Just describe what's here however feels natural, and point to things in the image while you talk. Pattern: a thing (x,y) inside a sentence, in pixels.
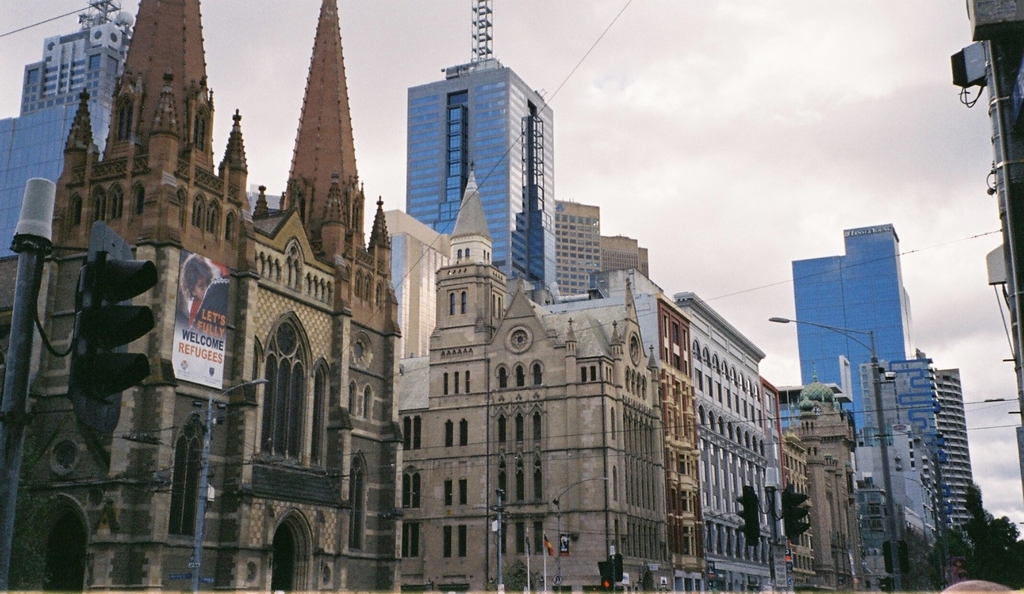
In this image I can see buildings (646,420), windows (732,457), wires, light poles (890,535), trees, boards (224,285) and the sky (674,230). This image is taken may be during a day.
